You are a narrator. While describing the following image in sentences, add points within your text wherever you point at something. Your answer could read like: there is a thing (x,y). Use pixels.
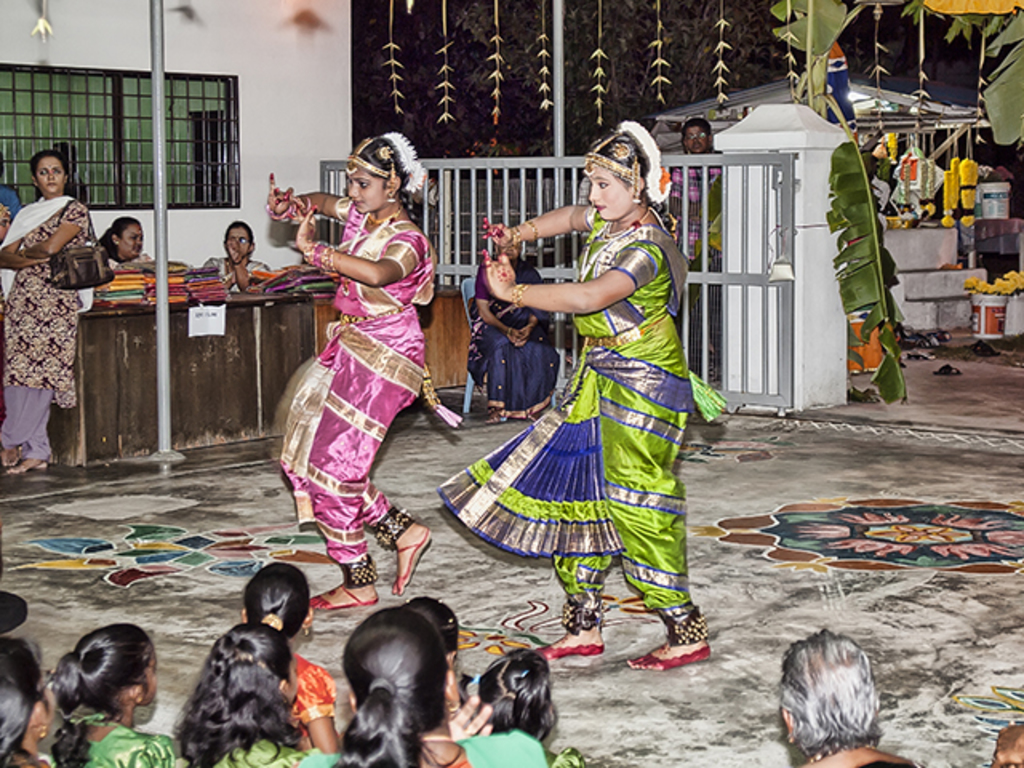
In the picture I can see two women (608,235) dressed in a traditional manner and they are dancing on the floor (432,490). I can see a few people (412,636) sitting on the ground (591,760) and they are at the bottom of the picture (532,765). I can see the sarees (177,289) on the wooden table (89,378). There is a woman (59,385) on the left side (77,214) and she is carrying a handbag (91,266). I can see a woman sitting on the chair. I can see the metal gate (702,231). I can see the trees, footwear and plastic buckets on the top right side (981,190).
